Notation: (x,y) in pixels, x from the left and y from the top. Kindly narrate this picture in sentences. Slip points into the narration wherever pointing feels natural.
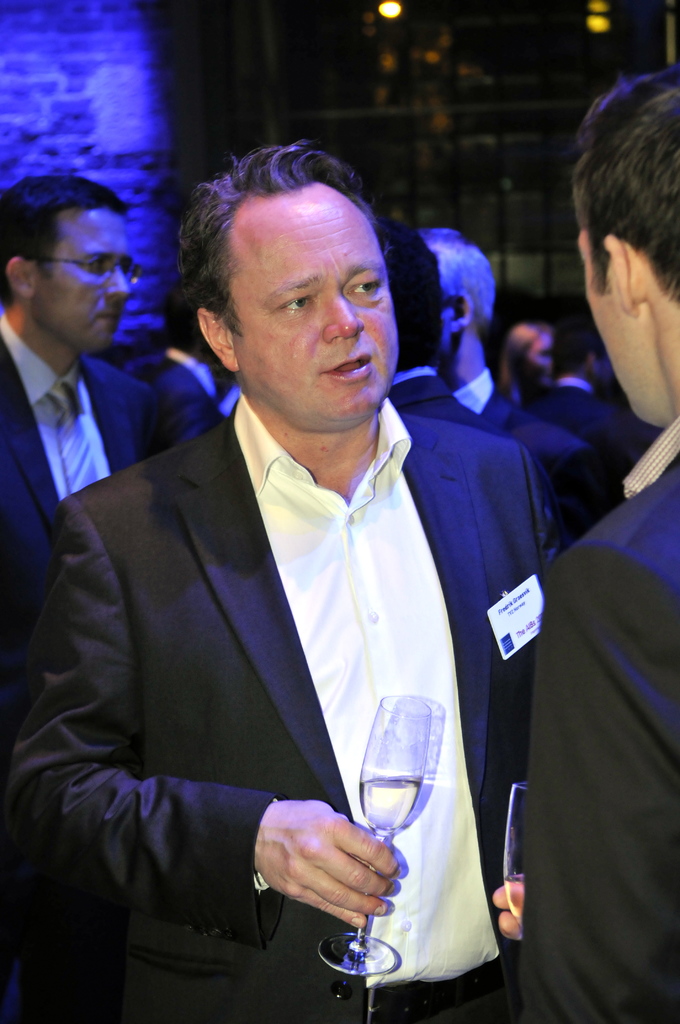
It is an image there are few men (306,532) standing a person (222,592) who is wearing black coat (222,608) is holding a glass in his hand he is talking to the person (621,547) who is opposite to him in the background (185,146) there is a wall (162,127).
